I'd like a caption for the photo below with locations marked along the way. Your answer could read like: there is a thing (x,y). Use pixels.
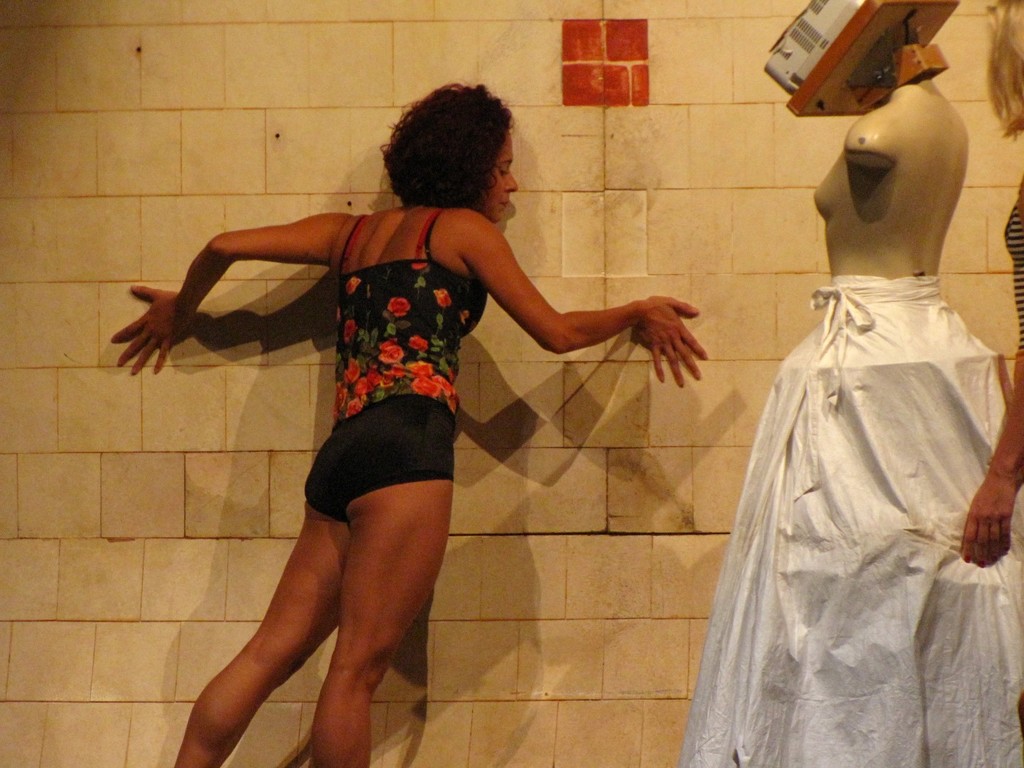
In this image we can see a woman (358,629) is standing, she is wearing black color dress (391,407). Behind tiled wall (112,482) is present. Right side of the image (1004,500) one more lady (1007,456) is standing and one statue (890,166) is there.
